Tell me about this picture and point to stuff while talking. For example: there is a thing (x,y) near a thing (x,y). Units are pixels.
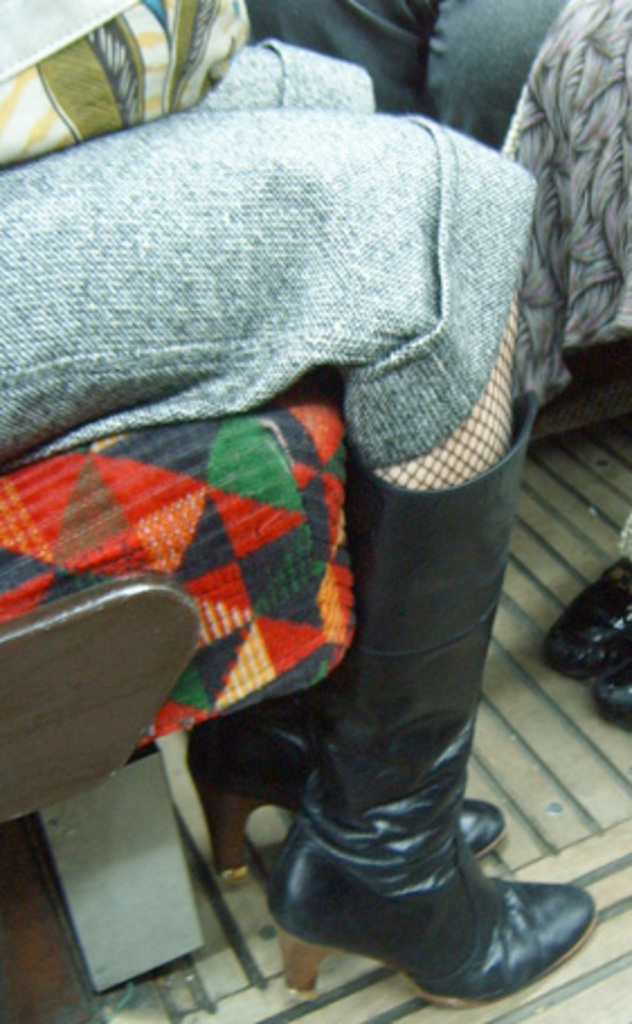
In this image I can see few people (344,201) legs (344,201). I can see one person (351,204) is wearing the black color shoes (351,695) and sitting on the seat (180,496).
